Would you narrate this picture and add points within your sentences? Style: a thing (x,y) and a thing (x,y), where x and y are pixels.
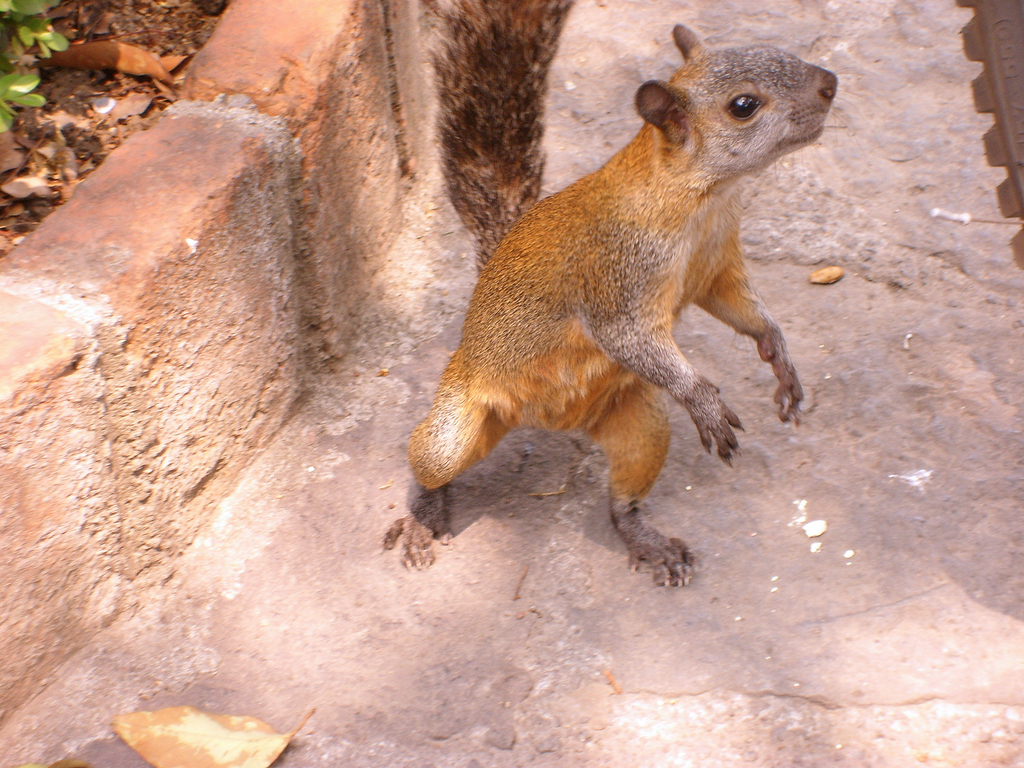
In this image I can see a squirrel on a surface (507,441). Beside the squirrel (539,424) there are some bricks (228,92) placed in a line and to side of it, we can have some green leafs (29,91) visible.
